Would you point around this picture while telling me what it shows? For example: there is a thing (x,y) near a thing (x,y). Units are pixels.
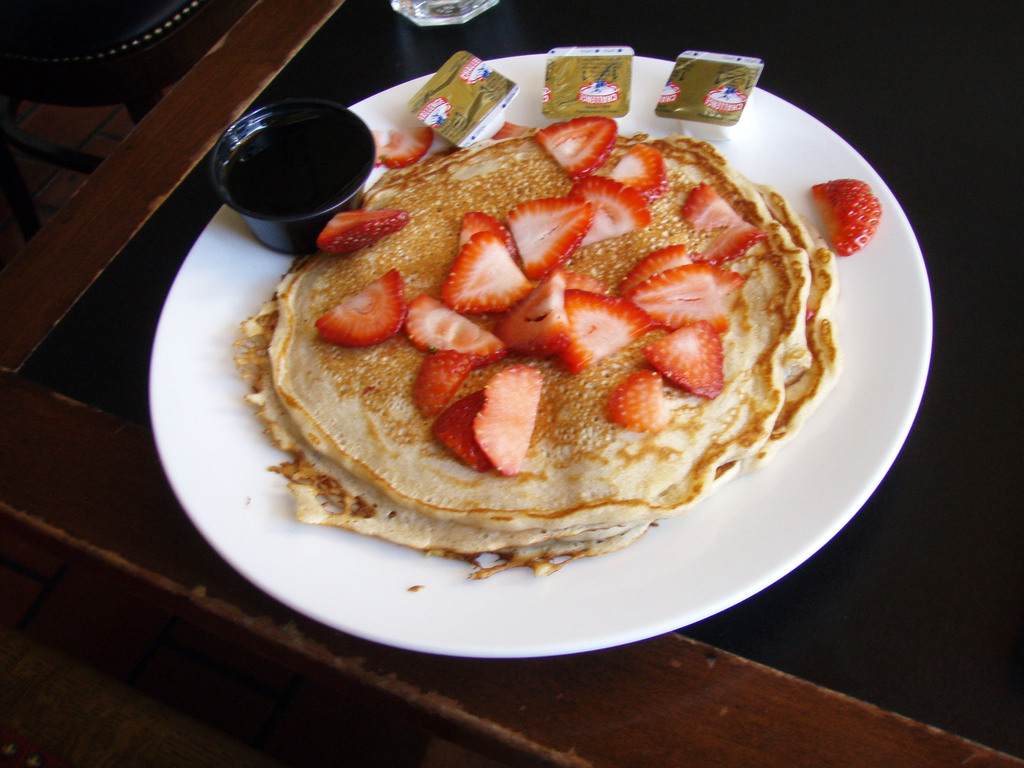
Here I can see a table (944,646) on which a white color plate (679,598) is placed. On the plate (680,559) I can see some food item (546,485), strawberry slices (483,329) and a black color bowl (244,149) which consists of food item (272,164) in it.
